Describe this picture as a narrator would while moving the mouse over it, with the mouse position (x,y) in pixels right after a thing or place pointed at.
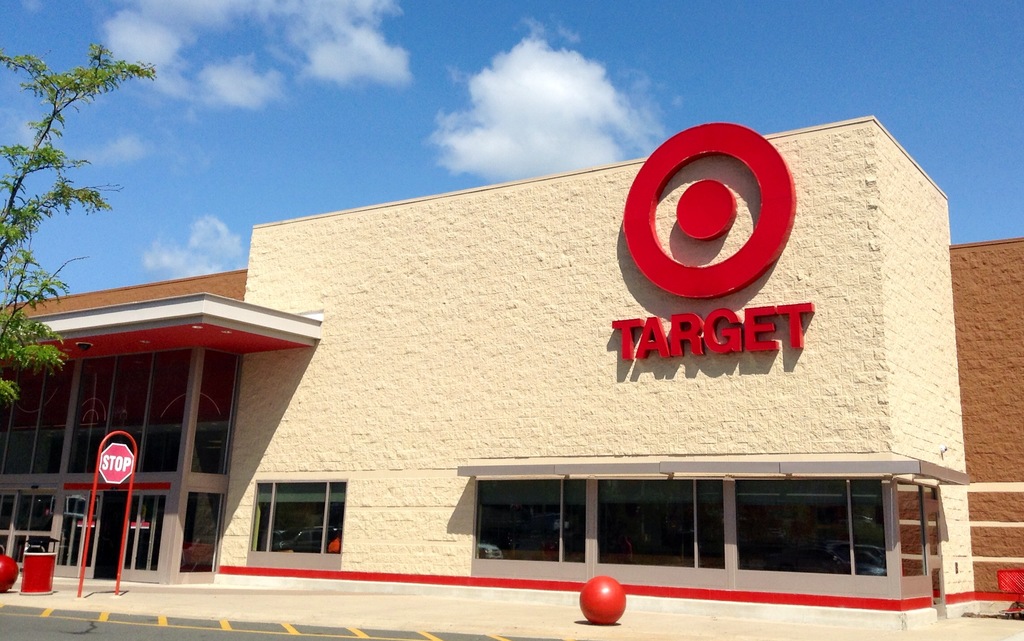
In the foreground of this picture (565,606), there are red balls (5,560), container (35,570) and a sign board (113,470) are on the side path (641,621). In the background (280,484), there is a tree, a building (736,251) and a logo (743,266) on it, sky (720,105) and the cloud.
